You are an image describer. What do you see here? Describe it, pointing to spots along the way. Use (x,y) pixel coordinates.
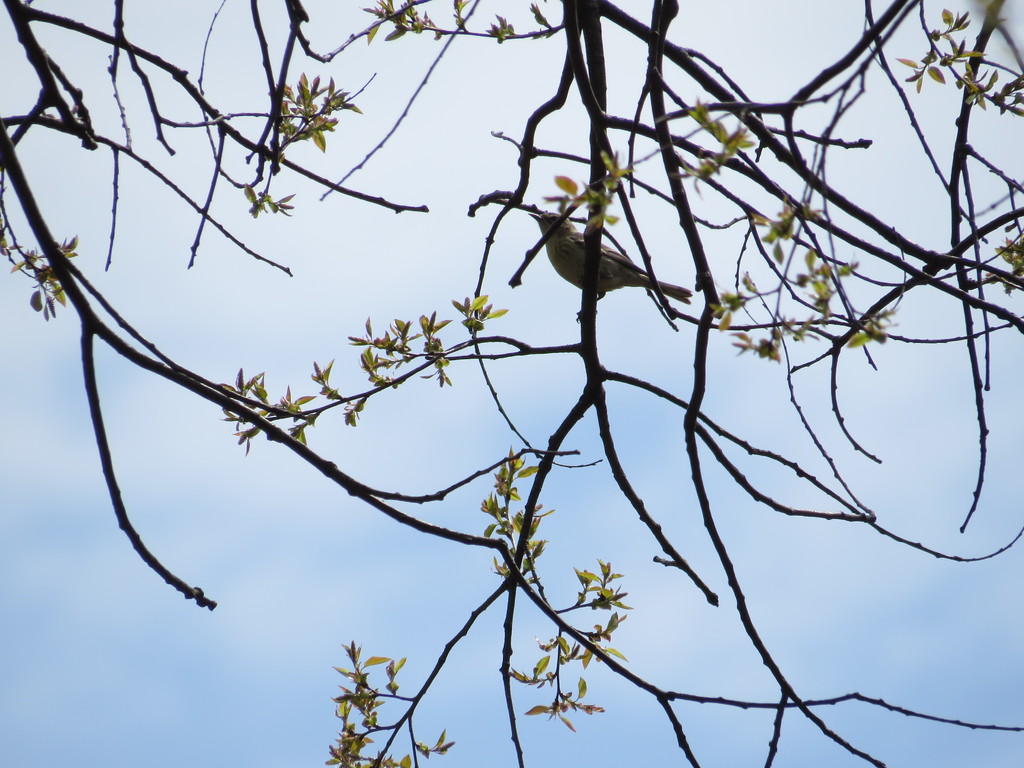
In this image, in the middle (558,265), we can see a bird (610,277) standing on the tree stem (587,265). In the background (241,405), we can see some tree stems (940,259) and leaves (356,342) and a sky (202,447).
